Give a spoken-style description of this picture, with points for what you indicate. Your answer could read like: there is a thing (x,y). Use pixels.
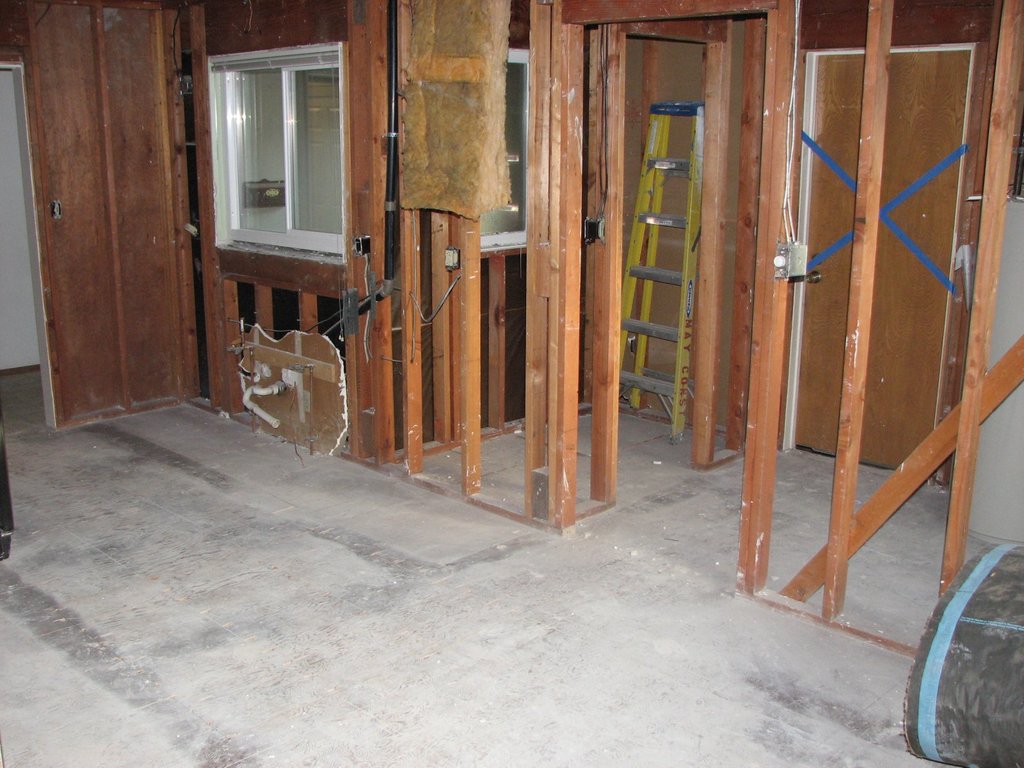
This is an inside view. In the middle of the image (498,263) there are few wooden poles (462,256). On the right side (893,185) there is a door (913,266). On the left side (331,219) there are two windows (517,165). In the background (685,268) there is a ladder (650,275). In the bottom right-hand corner (943,658) there is an object (943,687).
